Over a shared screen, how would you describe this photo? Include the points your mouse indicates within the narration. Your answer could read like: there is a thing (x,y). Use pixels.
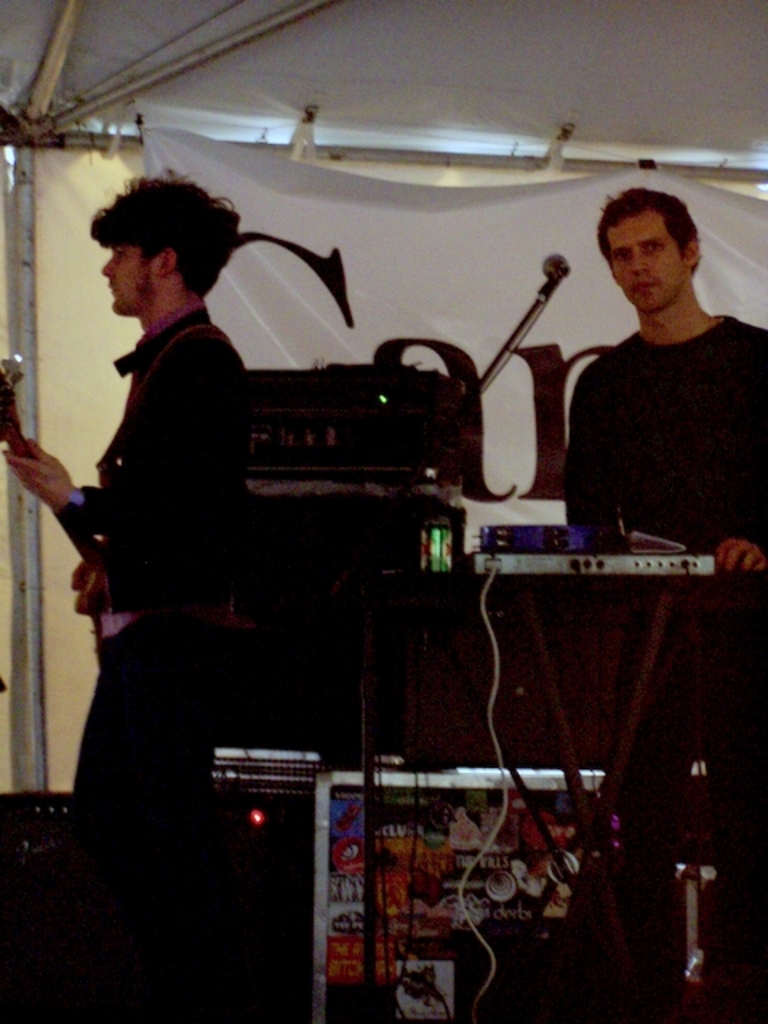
In the image they were two persons (643,504) the left person (178,502) he is playing guitar (103,549), and the right person (604,414) he is playing some musical instruments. And between them there are some instruments (430,751), and back of them there is a banner (409,266).
